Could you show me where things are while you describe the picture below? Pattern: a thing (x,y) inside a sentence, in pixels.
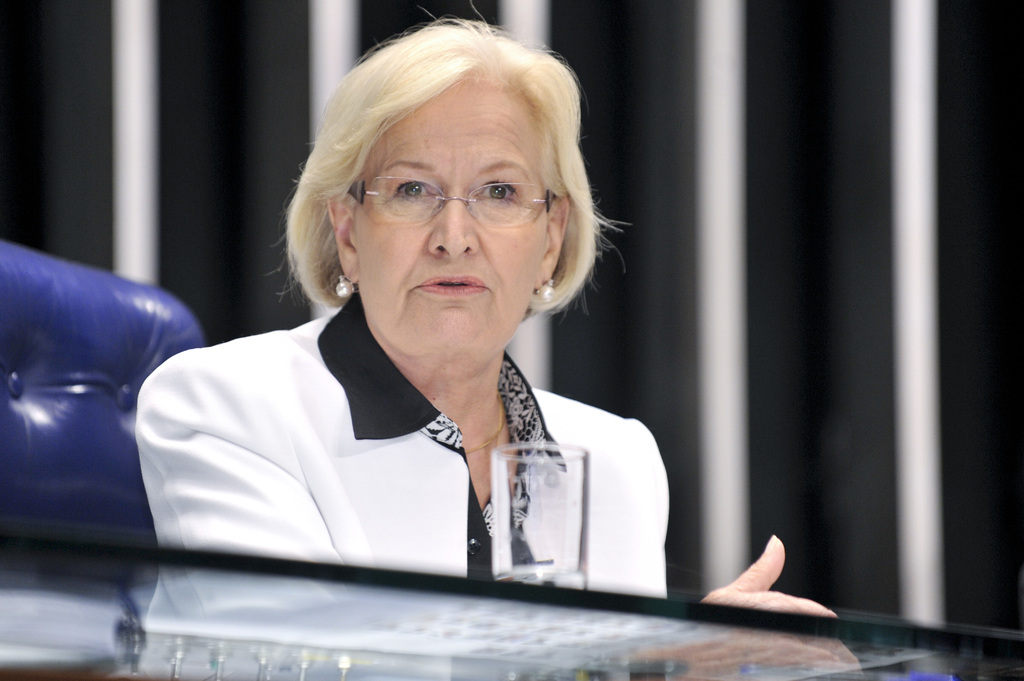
In this image we can see an old woman (469,162) sitting on the chair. And we can see the glass table (301,633). And we can see the blurred background (897,134).
